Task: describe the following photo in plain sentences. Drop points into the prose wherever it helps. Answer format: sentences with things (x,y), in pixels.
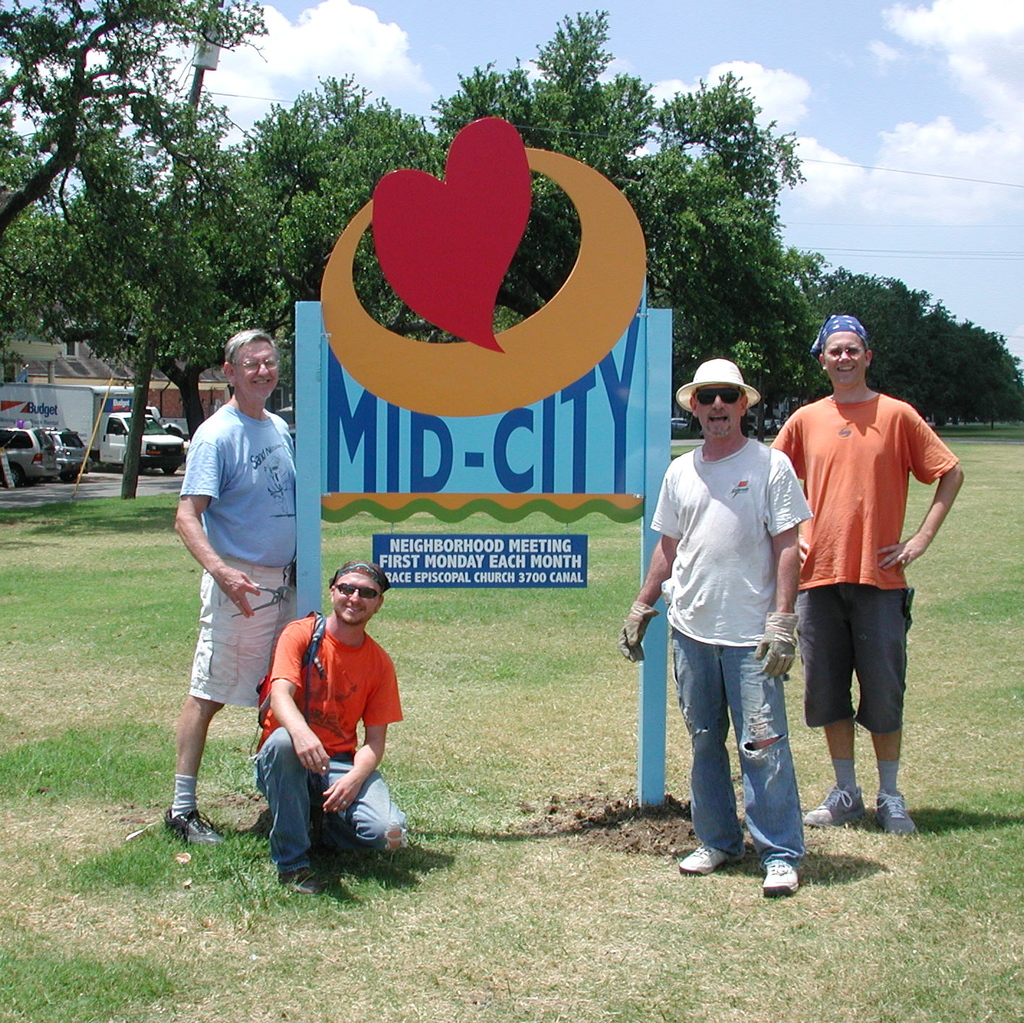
In this image in the center (355,631) there are three persons (237,487) who are standing and one person (331,757) is sitting on his knees (364,809), and there is one board (484,423). In the background (165,445) there are some vehicles (57,402), trees (810,269), poles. At the bottom (585,737) there is grass (596,650), and on the top of the image (791,85) there is sky (859,119).
